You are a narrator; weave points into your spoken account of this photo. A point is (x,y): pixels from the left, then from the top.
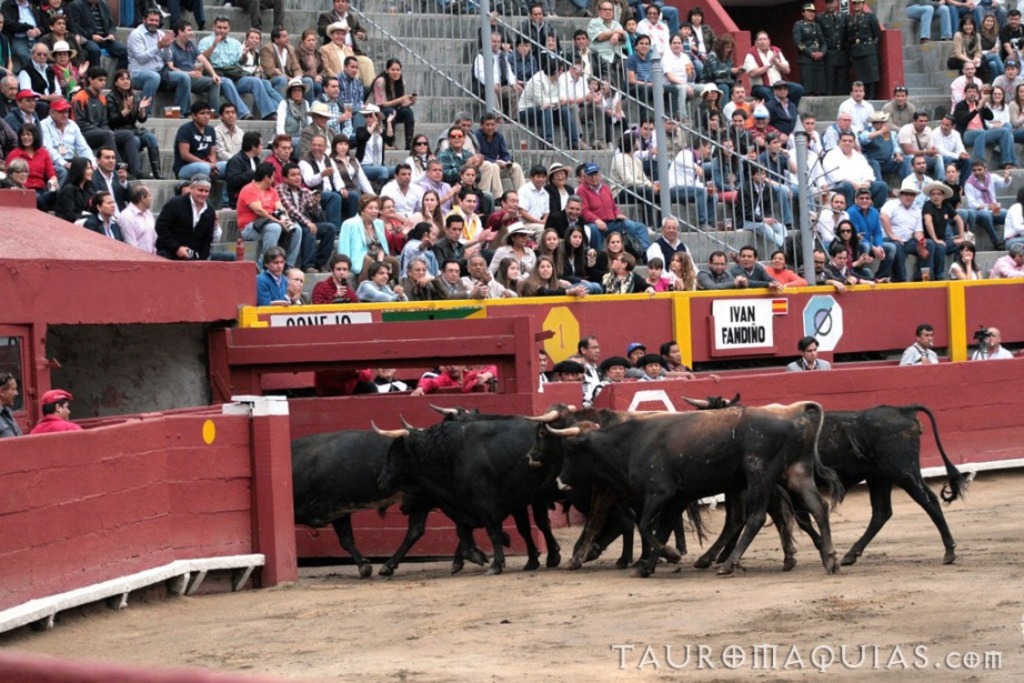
In this image we can see some bulls (724,486) on the ground (684,566) and some people (334,207) sitting on the steps (910,94) and there are three security guards (838,41) standing behind and wooden fence (189,465) with a gate (346,405).
